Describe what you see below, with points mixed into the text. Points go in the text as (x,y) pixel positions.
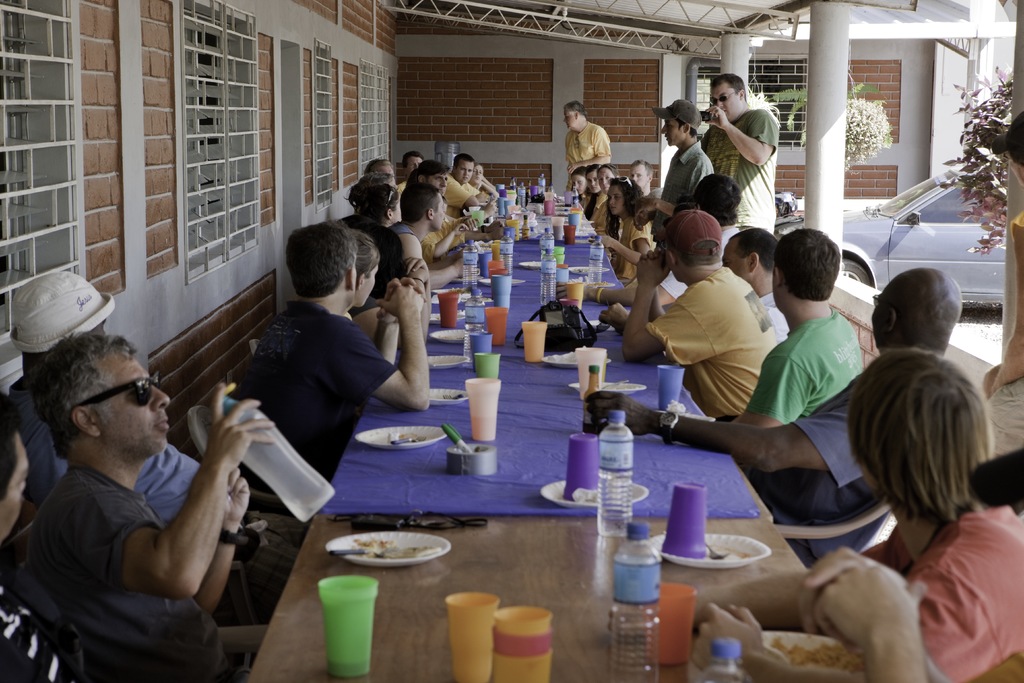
In the image there are group of people (402,203) sitting on chair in front of a table (386,426). On table (412,502) we can see a plate (393,545), spoon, glass (343,650), water bottle (621,587) on right side (920,204) we can also see car (942,220), pillar (830,101), windows (792,79) on top (511,10) there is a roof (570,19).
